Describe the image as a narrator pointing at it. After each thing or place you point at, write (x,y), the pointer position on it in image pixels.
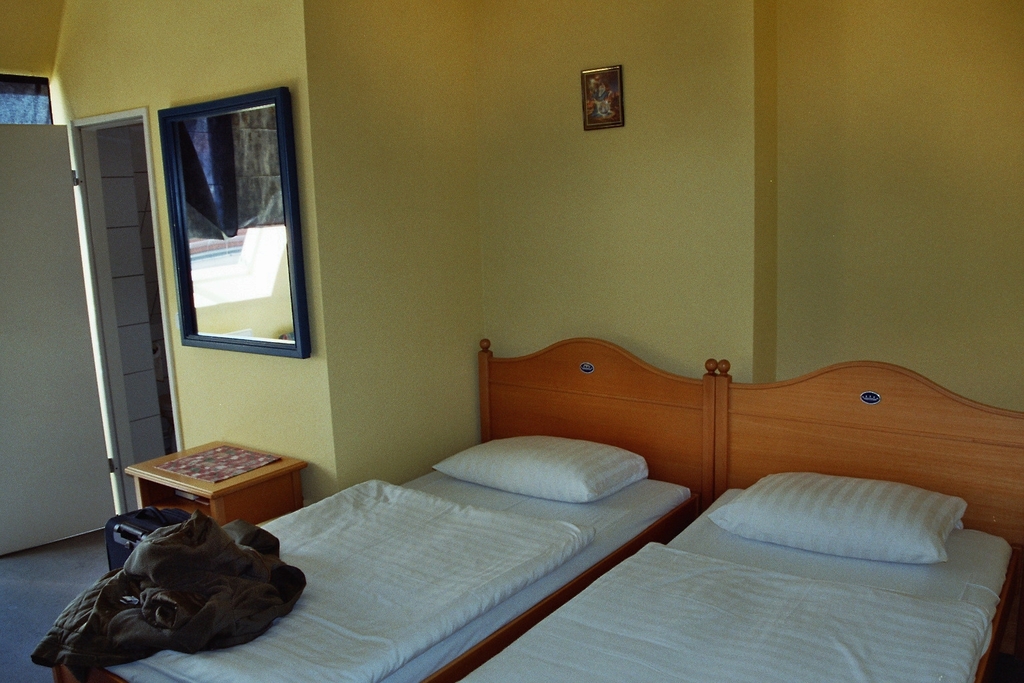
In this image, we can see a mirror (263,268), photo frame (616,126), door (90,270), wall (160,237). At the bottom (826,639), we can see beds (536,596) with mattresses (684,530), bed sheets (680,544) and pillows (629,461). Here we can see some cloth (161,573), luggage bag (164,522), desk (251,490) few objects (191,496).
